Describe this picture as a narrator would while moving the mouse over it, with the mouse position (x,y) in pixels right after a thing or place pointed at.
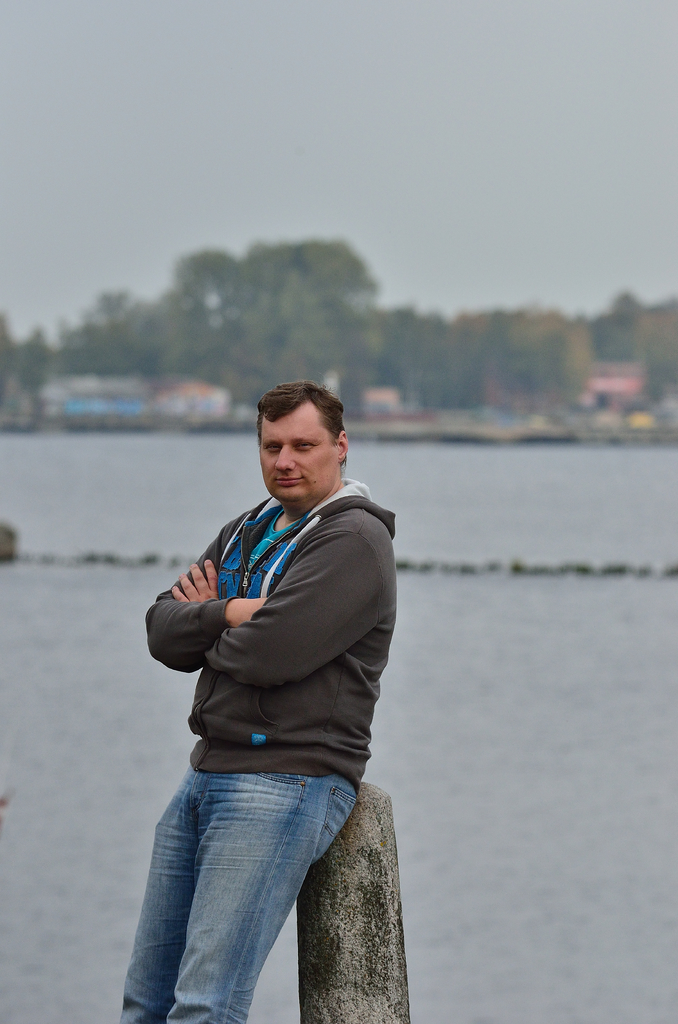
In this picture there is a man (286,480) who is wearing hoodie (295,632), t-shirt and jeans (251,837). He is standing near to the concrete pole (395,927). On the back (493,473) we can see water (658,759). On the background (81,396) we can see many trees (336,333) and buildings (107,396). On the top (395,55) there is a sky (223,54).
